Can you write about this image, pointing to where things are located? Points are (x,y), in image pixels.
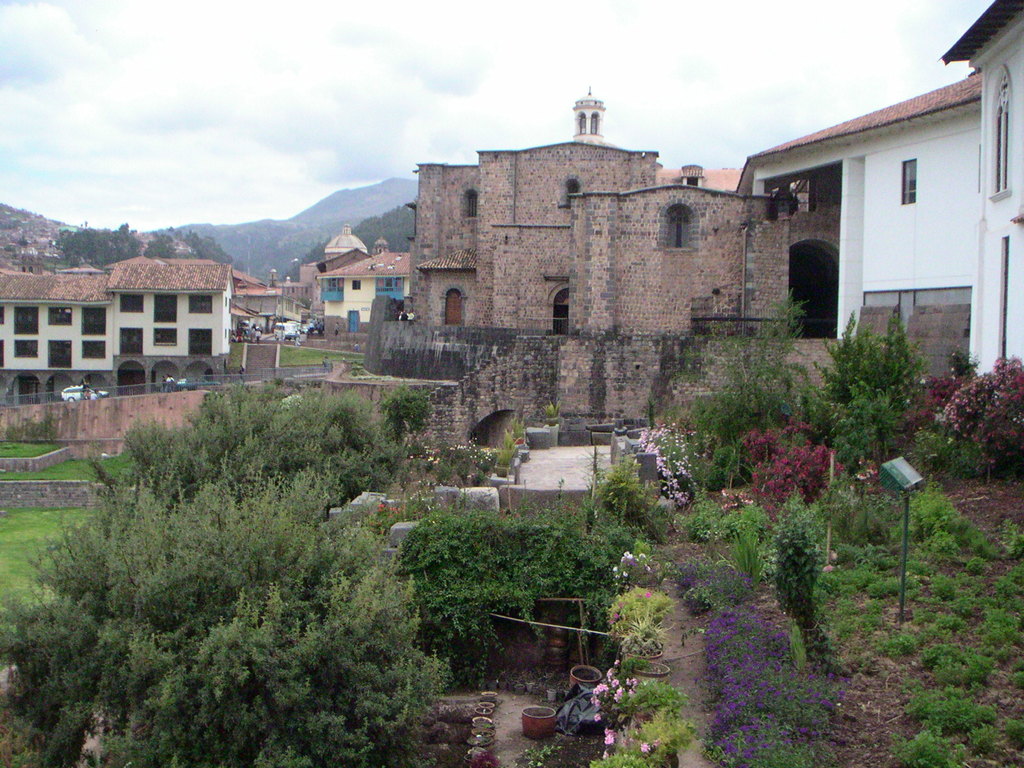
In this image in the center (375,473) there are trees (314,578), there is a pole (902,565) and there's grass (16,567) on the ground (86,517). In the background (224,334) there are buildings (349,266), trees (86,246) and mountains (331,217) and the sky (349,91) is cloudy.
